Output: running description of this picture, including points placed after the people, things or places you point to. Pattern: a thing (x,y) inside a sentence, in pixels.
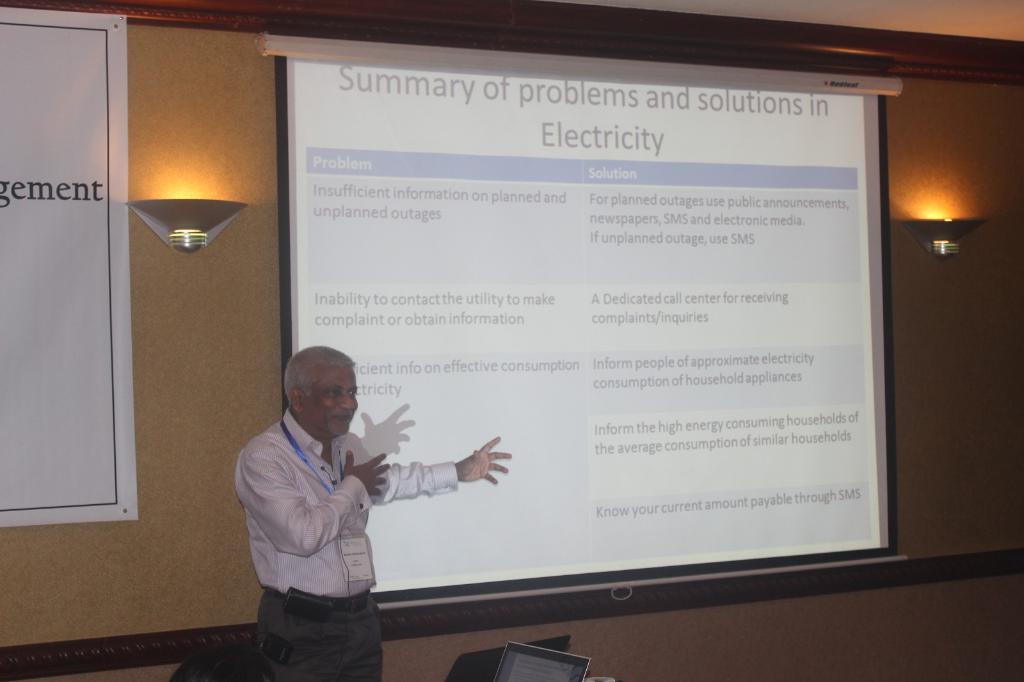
This is an inside view. Here I can see a man (290,496) standing facing towards the right side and speaking. At the back of him there is a screen (588,153) on which I can see the text (443,204). On the left side (53,238) there is a banner (26,137) attached to the wall (137,381). On both sides of the screen (652,242) there are two lights (177,223). At the bottom (531,663) there are two laptops (488,656).
